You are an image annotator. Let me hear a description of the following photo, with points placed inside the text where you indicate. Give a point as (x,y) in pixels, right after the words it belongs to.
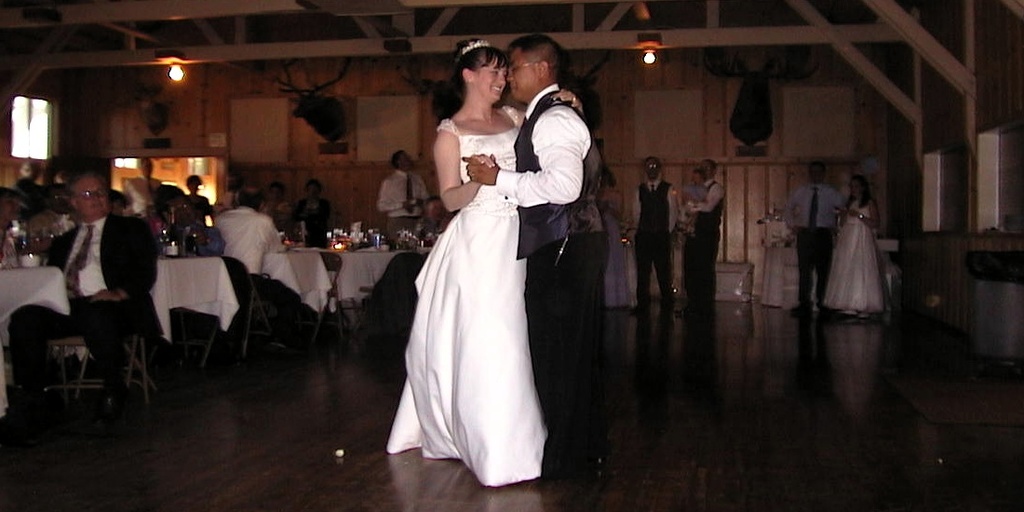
In this image we can see some people (691,242) standing on the floor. On the left side of the image (319,237) we can see a group of people (242,223) sitting on chairs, we can also see bottles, candle (343,247) and some objects (331,234) placed on the tables (186,273). In the background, we can see windows (38,131), some decors (263,112) on the wall (805,118) and some lights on the roof (258,34). On the right side of the image (1008,341) we can see a trash bin (1020,338) placed on the ground (814,403).
